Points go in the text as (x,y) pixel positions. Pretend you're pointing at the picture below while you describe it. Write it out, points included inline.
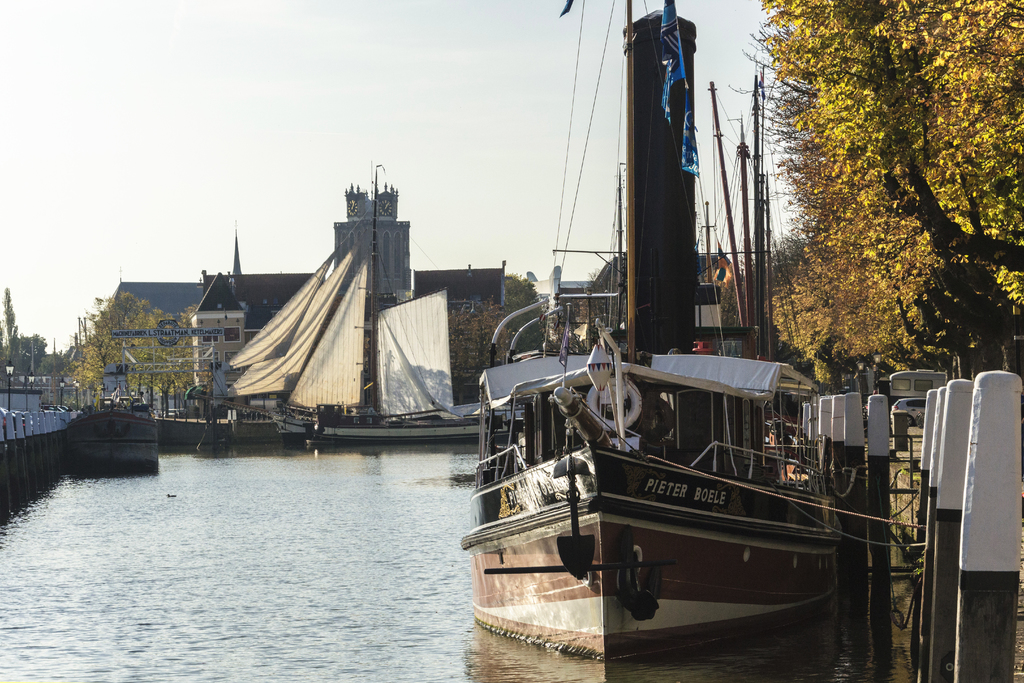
In the foreground of this image (695,535), there is a boat (674,632) on the water (505,660) and on the right (1005,574), there are bollards (857,429) and the trees (837,292). In the background (299,379), there is a ship (378,439) and a boat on the water (223,494), few bollards (14,436), trees (122,366), buildings (394,262) and the sky (525,128).
